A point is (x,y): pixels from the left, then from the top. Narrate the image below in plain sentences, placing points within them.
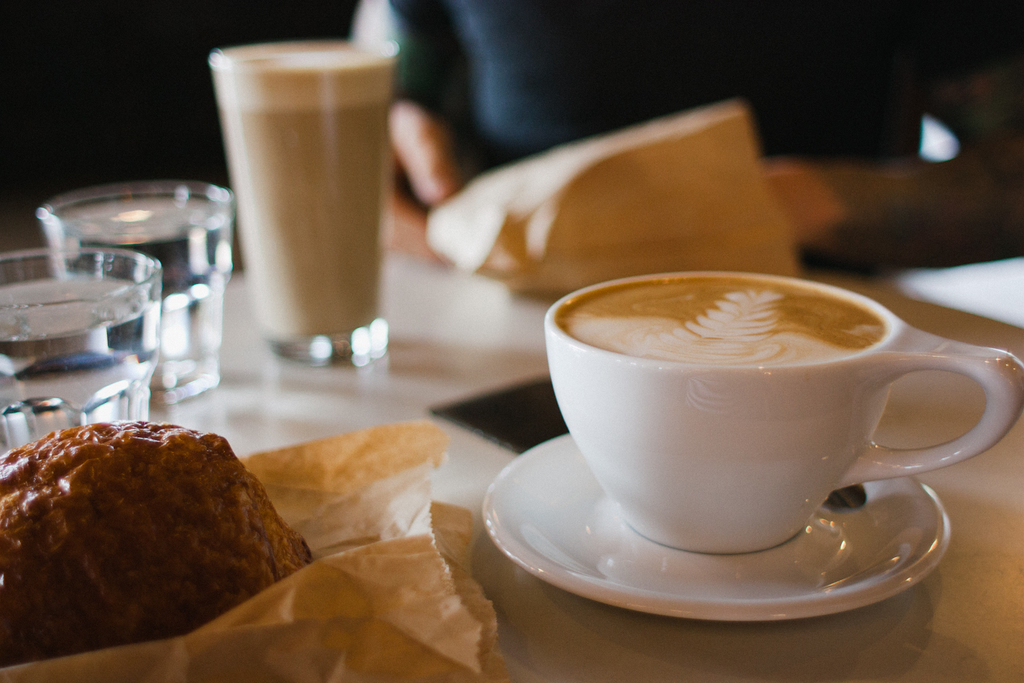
In this image I can see a table (654,625) and on the table (661,625) I can see a cup (665,523) with liquid (665,333) in it, few glasses (223,291) with liquids (293,181) in them, a paper (291,666) with food item (192,592) on it. I can see a person (509,136) and the black background (83,42).
